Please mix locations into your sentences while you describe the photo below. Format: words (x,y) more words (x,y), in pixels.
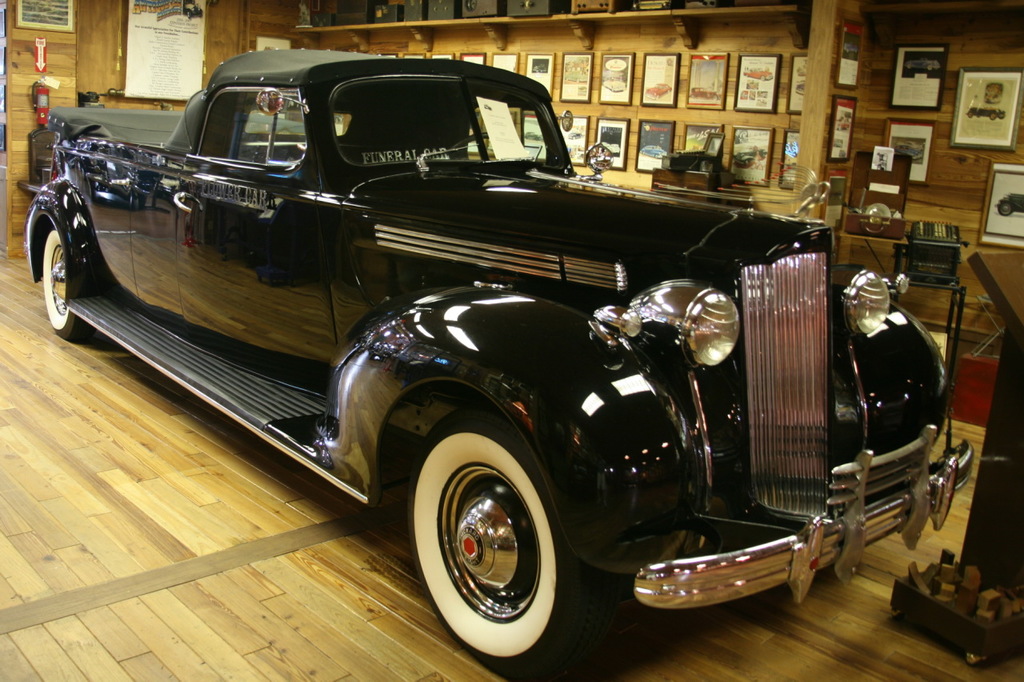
In this image I can see car (707,287) which is in black color. Background (795,93) I can see few frames (739,76) attached to the wooden wall (554,44) and the wall (110,71) is in brown color.
